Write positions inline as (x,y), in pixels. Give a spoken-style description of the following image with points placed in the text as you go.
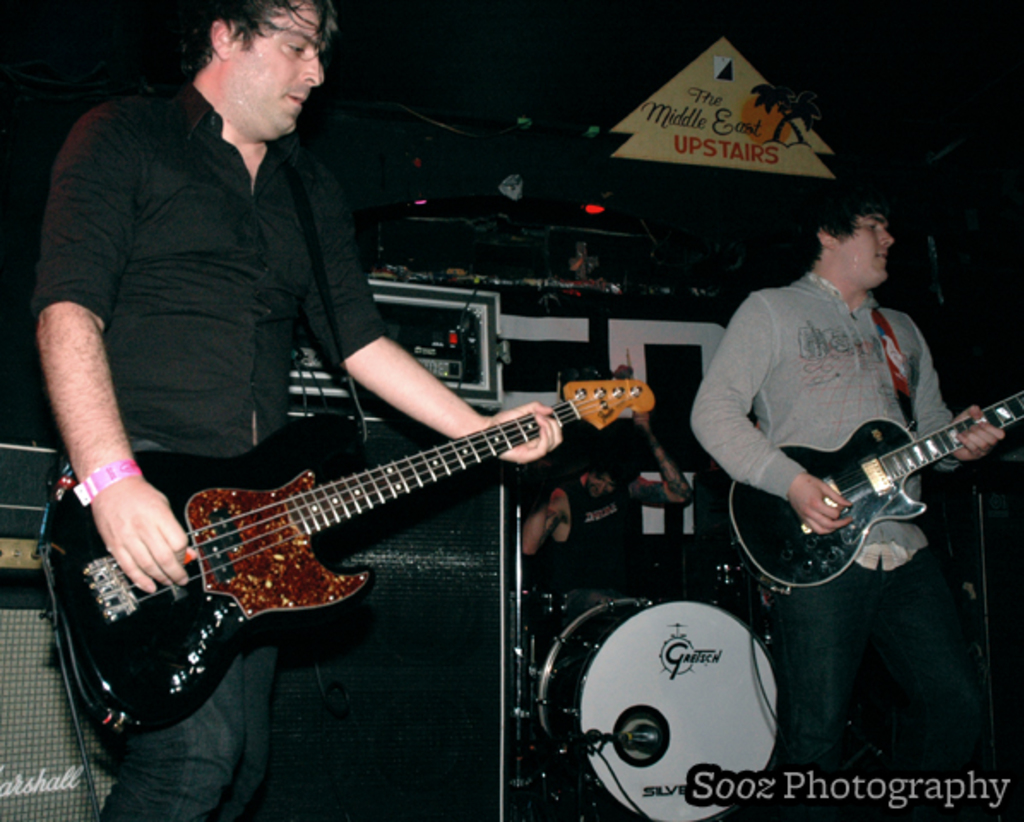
This is the picture taken on a stage (30,394), there are two persons (801,294) holding a guitar (763,522) and playing. Background of this people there are music instruments (518,597) and in black color.
